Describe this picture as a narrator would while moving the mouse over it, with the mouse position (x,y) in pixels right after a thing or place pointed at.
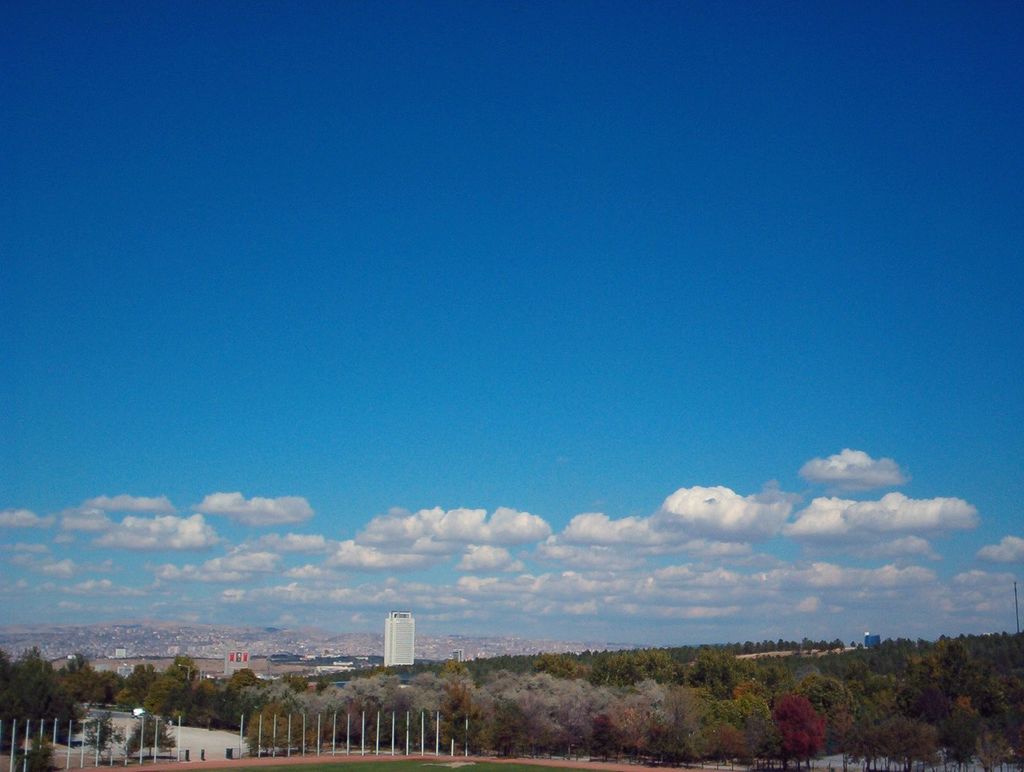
In this image in the center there are poles (423,731) and there are trees (554,729). In the background (254,641) there are buildings (143,649) and the sky (625,486) is cloudy.
